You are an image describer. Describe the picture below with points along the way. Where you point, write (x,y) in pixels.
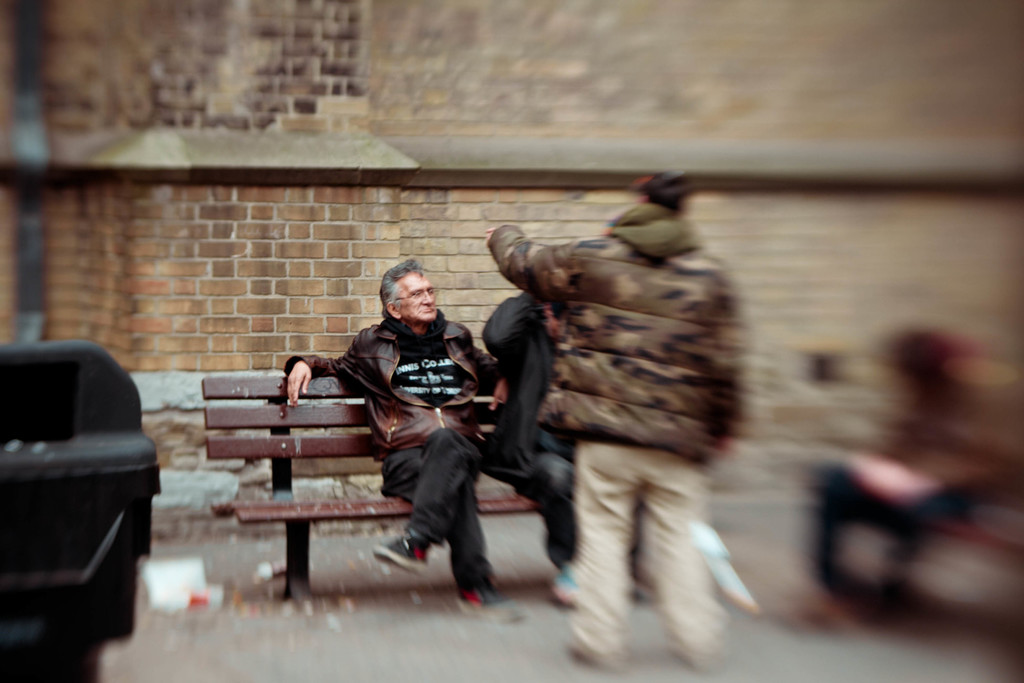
In this picture we can see an old man (318,362) sitting on a bench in front of a brick wall (341,271). People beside him are out of focus in this image.
